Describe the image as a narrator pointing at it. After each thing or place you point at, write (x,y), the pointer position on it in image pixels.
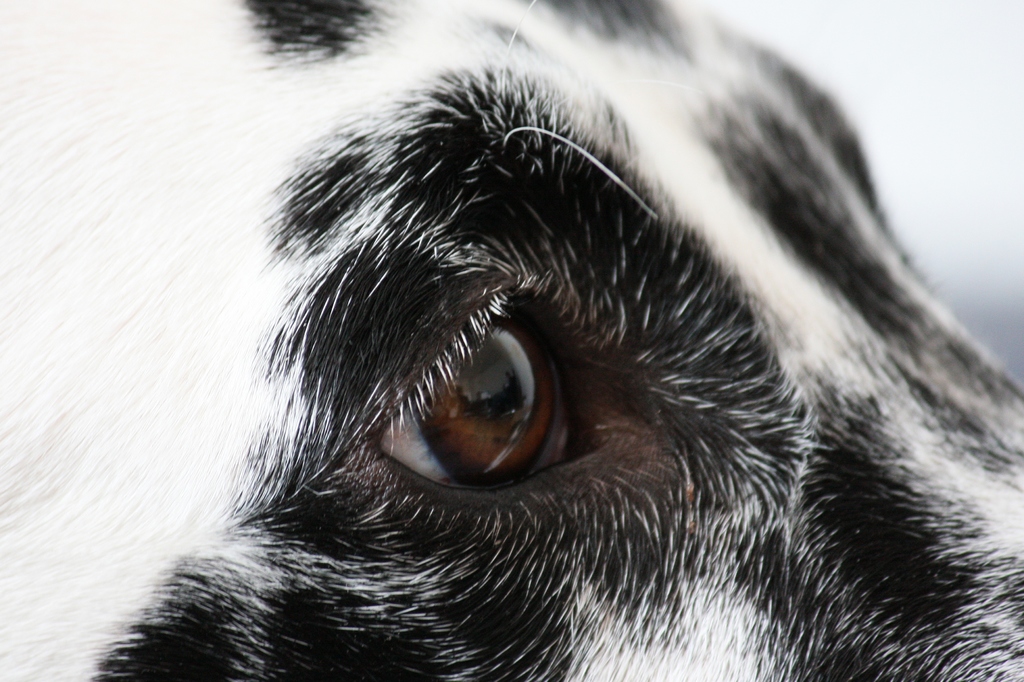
In this image in the foreground (473,275) there is one animal eye (412,403) is visible, and that animal (524,394) is black and white in color and there is a white background (951,192).
